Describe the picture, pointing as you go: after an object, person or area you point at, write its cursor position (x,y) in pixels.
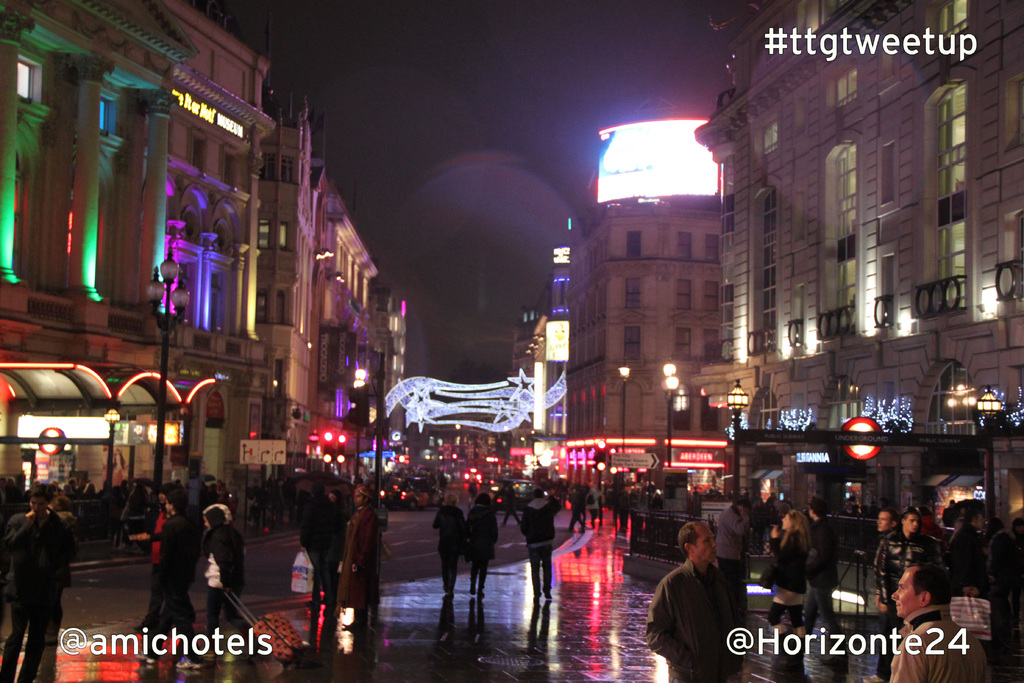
In this picture I can see group of people (963,583) standing, there are buildings (146,2), poles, lights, boards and there are watermarks (211,636) on the image.
